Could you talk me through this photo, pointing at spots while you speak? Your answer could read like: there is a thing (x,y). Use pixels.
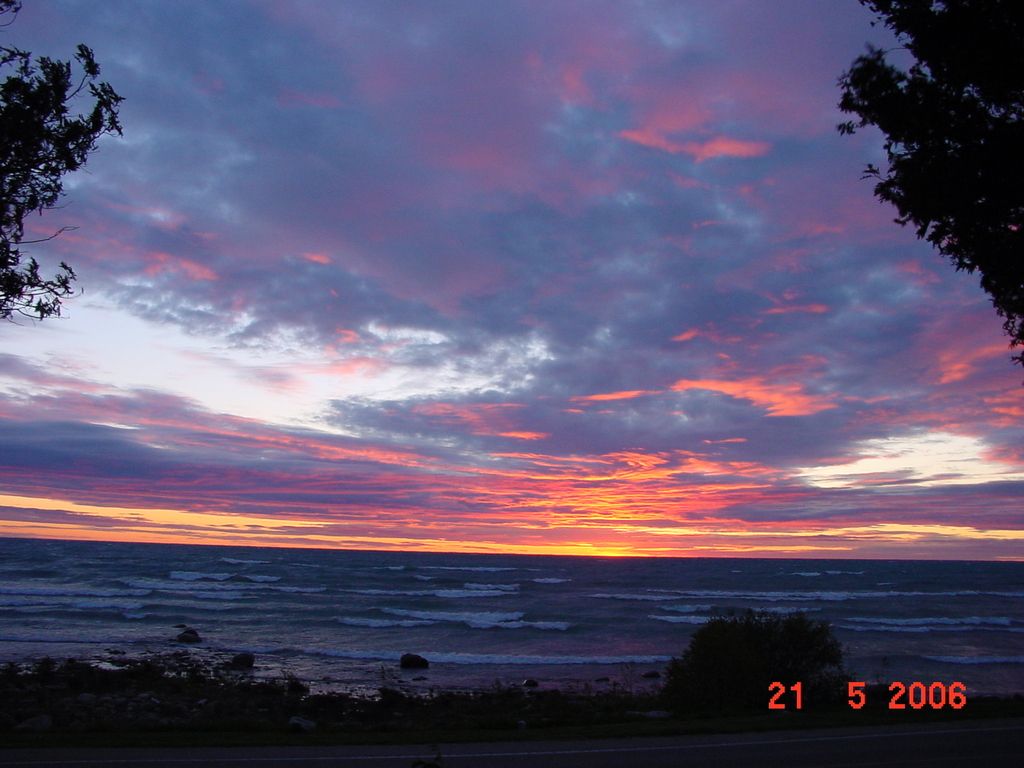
In the center of the image (547,449) we can see the sky (726,476), clouds (772,462), trees (763,670), water (827,604) etc. In the bottom right side of the image, we can see some text (818,686).
